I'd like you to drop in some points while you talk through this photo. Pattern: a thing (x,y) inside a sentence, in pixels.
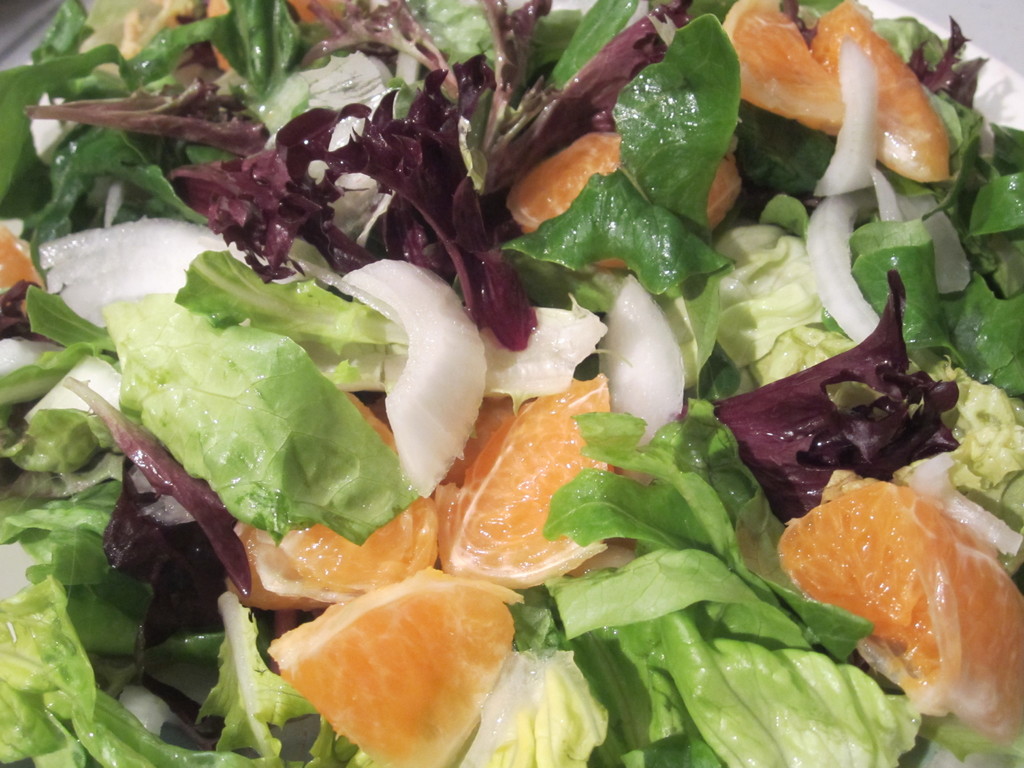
In this image we can see some food items (336,390) like cabbage (281,405), orange (414,513), onion (467,375) and some other items (604,196) which are in a plate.
